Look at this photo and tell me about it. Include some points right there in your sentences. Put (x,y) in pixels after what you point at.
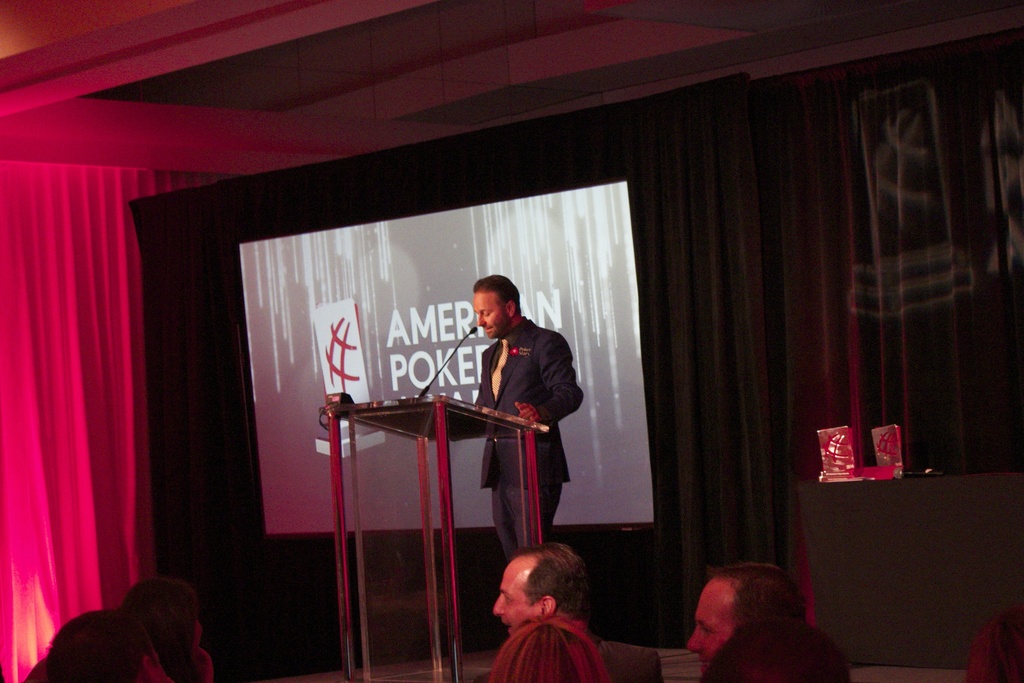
In this picture we can see some people (567,620) and a man (504,332) is standing behind the podium (477,472) and on the podium (477,472) there is a microphone (442,365). On the right side of the man (533,383) there is a table (950,508) with some objects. Behind the people (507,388) there is a screen (584,264) and black curtains (803,202).
